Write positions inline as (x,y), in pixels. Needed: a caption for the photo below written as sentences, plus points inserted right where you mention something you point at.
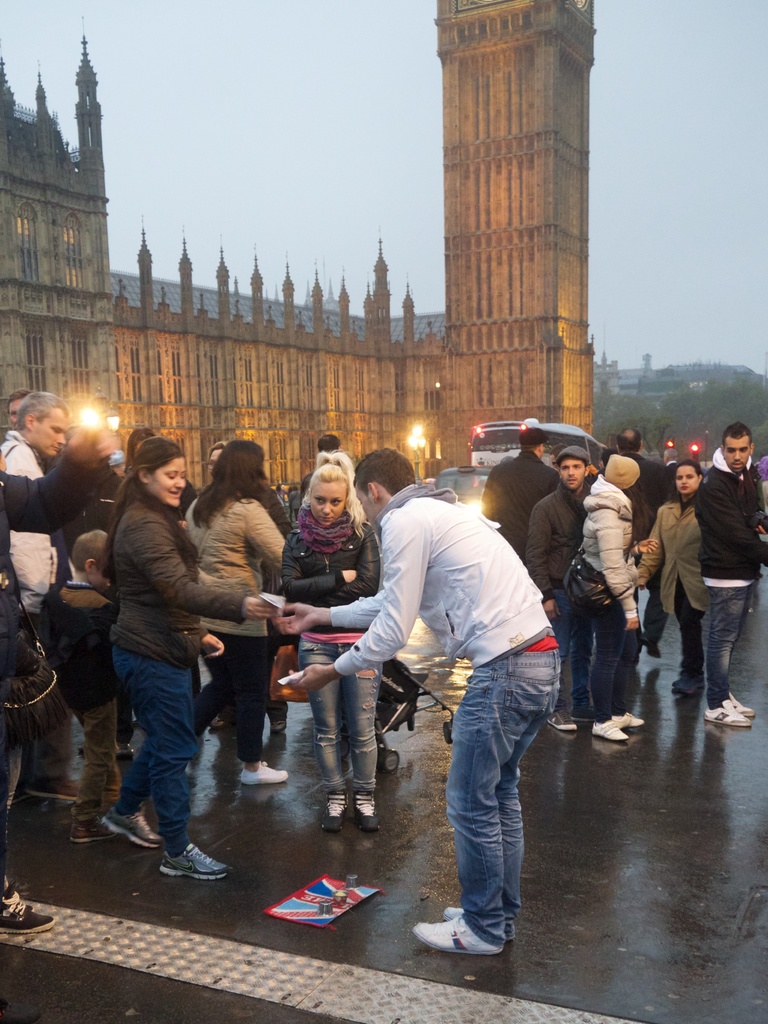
In this image there are a few people (396,641) standing, behind them there are vehicles (470,471) on the roads (396,854) and there are traffic lights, lamp posts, trees (707,417) and buildings (228,437), on the road (419,854) there is some object (307,922).
